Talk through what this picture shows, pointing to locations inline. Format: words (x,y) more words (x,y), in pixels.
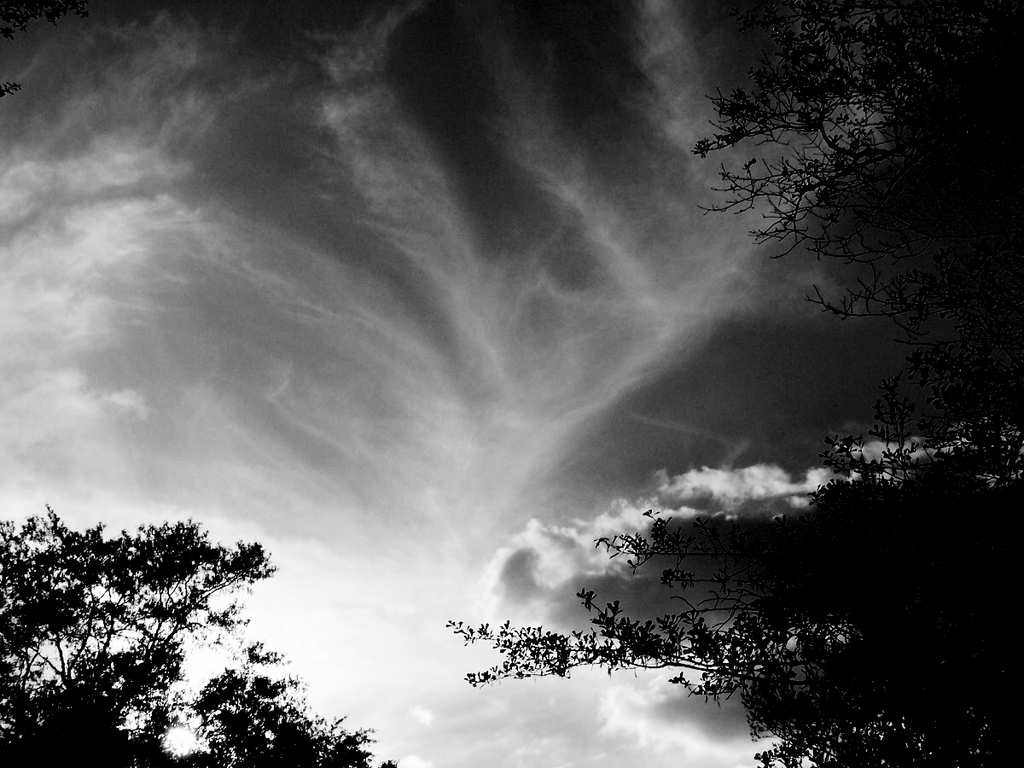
This image is a black and white image. This image is taken outdoors. In the background (158,211) there is a sky (512,411) with clouds (570,203). On the left (131,661) and right sides of the image there are two trees (848,559).
